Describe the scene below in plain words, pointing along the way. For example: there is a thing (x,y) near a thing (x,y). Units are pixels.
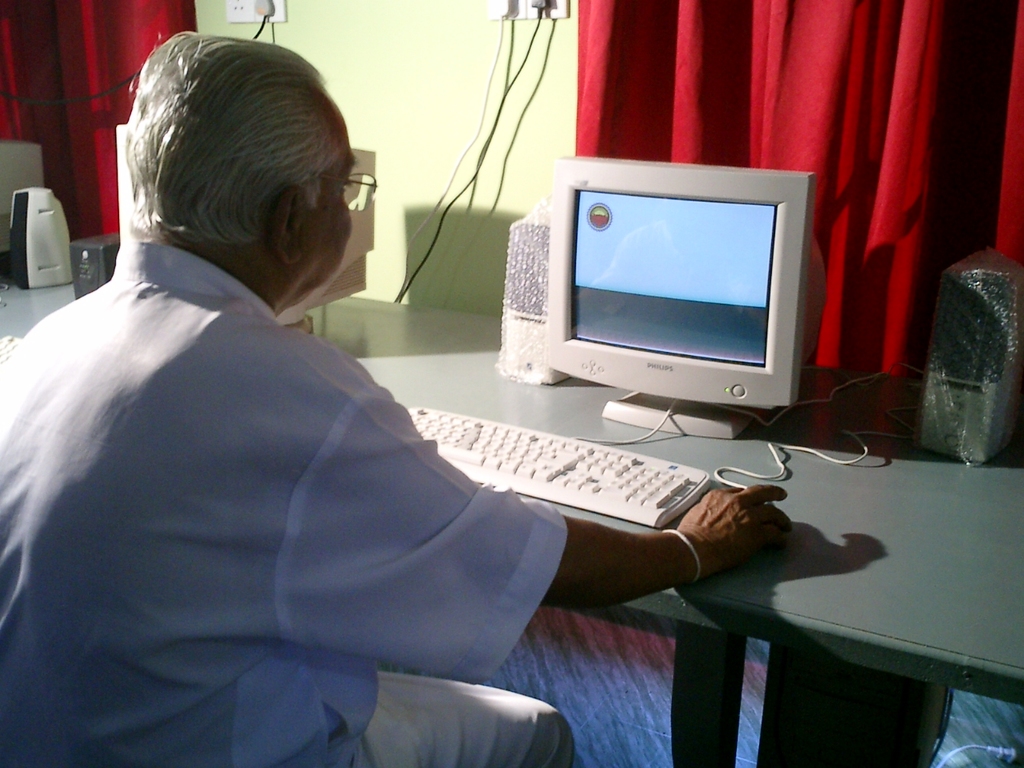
In the image there is a person (341,456) sitting in front of a table (545,406) and on the table (513,418) there is a computer system (660,289) and some speakers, behind the system (694,259) there are red curtains (43,13) beside the wall (516,49).
